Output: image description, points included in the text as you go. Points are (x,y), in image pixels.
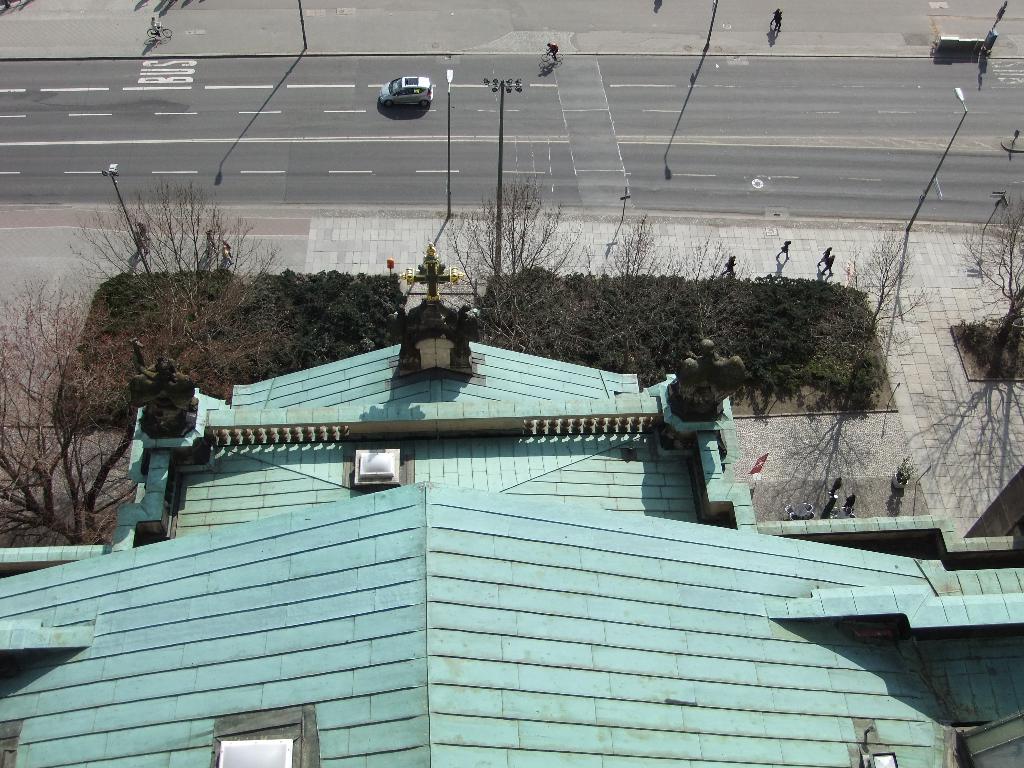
In the picture we can see an Aerial view of a house (861,641) which is blue in color and on the path (82,267) we can see some plants (586,305), trees (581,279) and near to it there is a road (365,128) with some vehicles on it.
